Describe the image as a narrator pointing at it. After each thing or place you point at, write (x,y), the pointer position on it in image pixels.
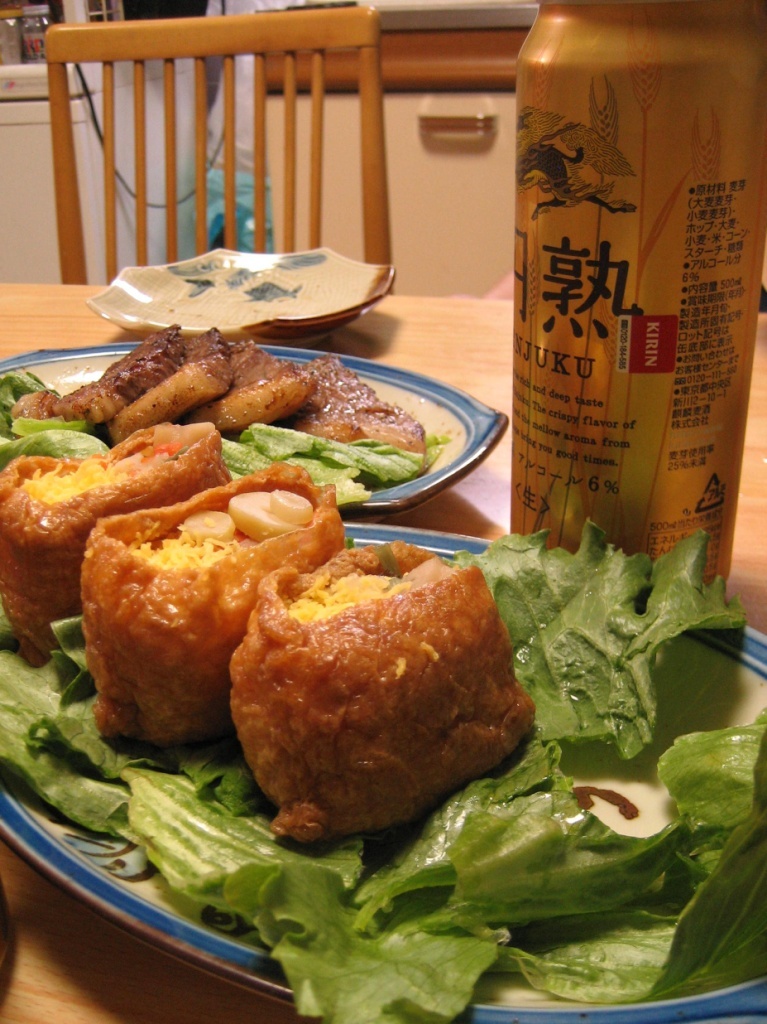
In this image, we can see a table (166,1006) with some food items (306,559) in plates (534,673). We can also see a plate (197,325) and a bottle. We can also see a chair (367,194). In the background (406,244), we can see some objects (393,251).
